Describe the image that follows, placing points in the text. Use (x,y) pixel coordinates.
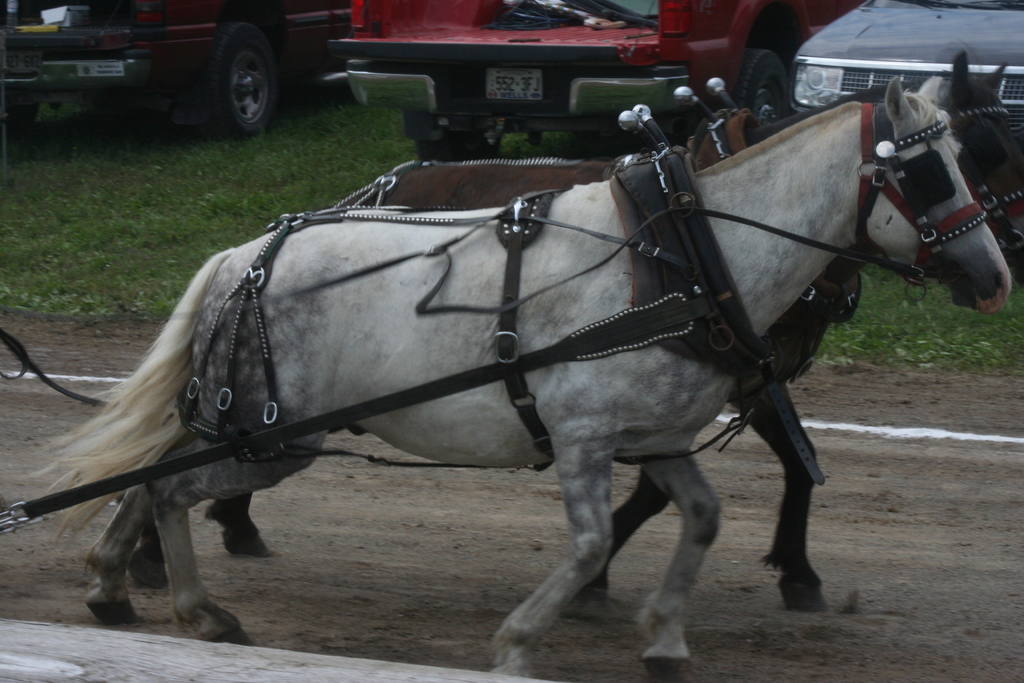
In this picture there are two horse (410,283) who are running on the ground (831,614). On the horse (776,223) we can see so many cables (640,308) and ropes (555,349). On the top (936,5) we can see three cars (562,43) which are parked on the grass (199,164).
